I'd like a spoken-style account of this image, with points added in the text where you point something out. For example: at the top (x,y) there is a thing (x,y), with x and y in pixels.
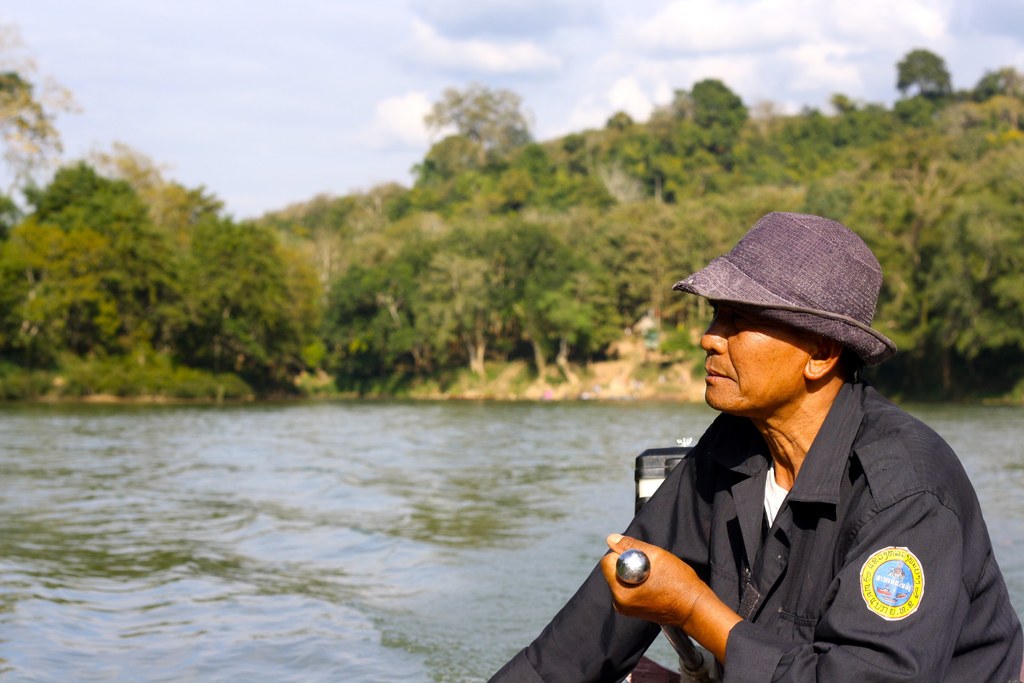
In this image I can see a person (797,574) wearing black color dress (850,577) is holding an object (638,552) is sitting in a boat (714,674). In the background (430,500) I can see the water (427,518), few trees (443,323) and the sky (323,108).
